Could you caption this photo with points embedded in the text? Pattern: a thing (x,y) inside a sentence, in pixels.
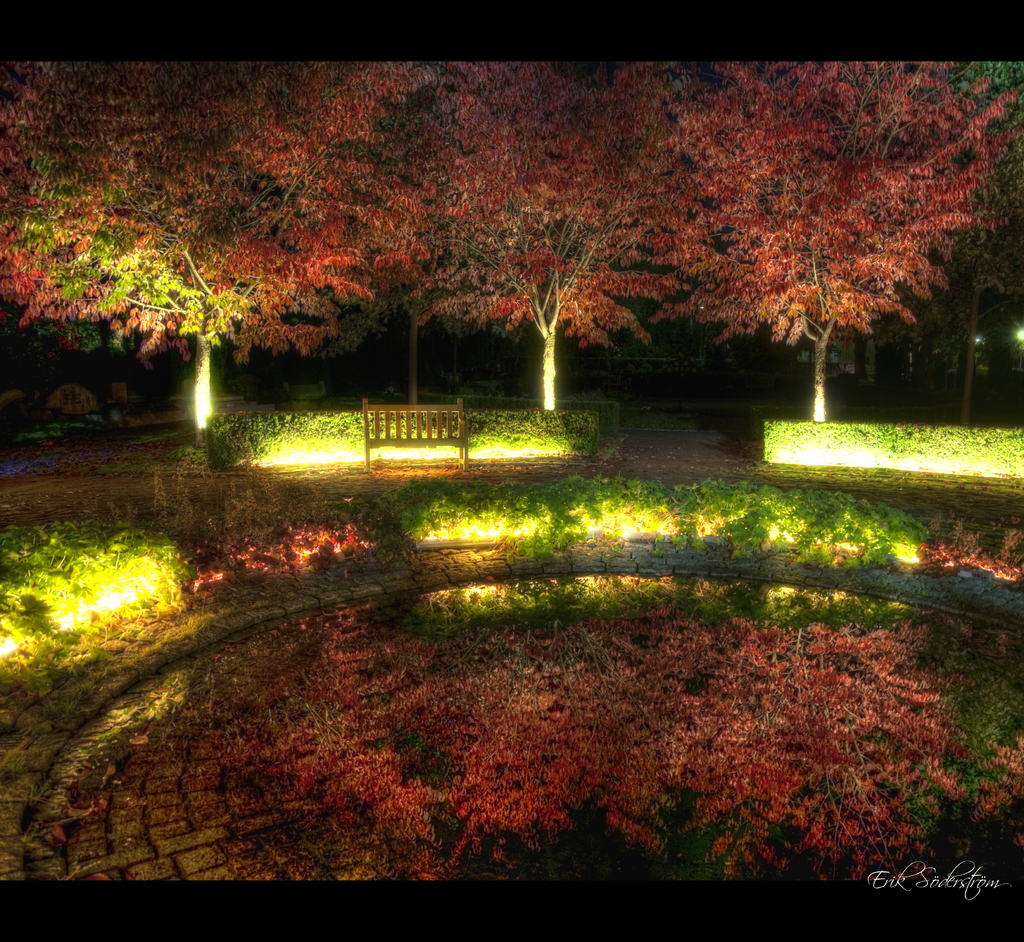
In this image I can see the brown colored surface (164,817) and on it I can see orange colored reflection (610,702) of a tree (667,654). I can see few lights (124,601), few plants (305,416), a bench (377,437), few trees (366,240), few lights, few buildings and the dark background (11,376).
